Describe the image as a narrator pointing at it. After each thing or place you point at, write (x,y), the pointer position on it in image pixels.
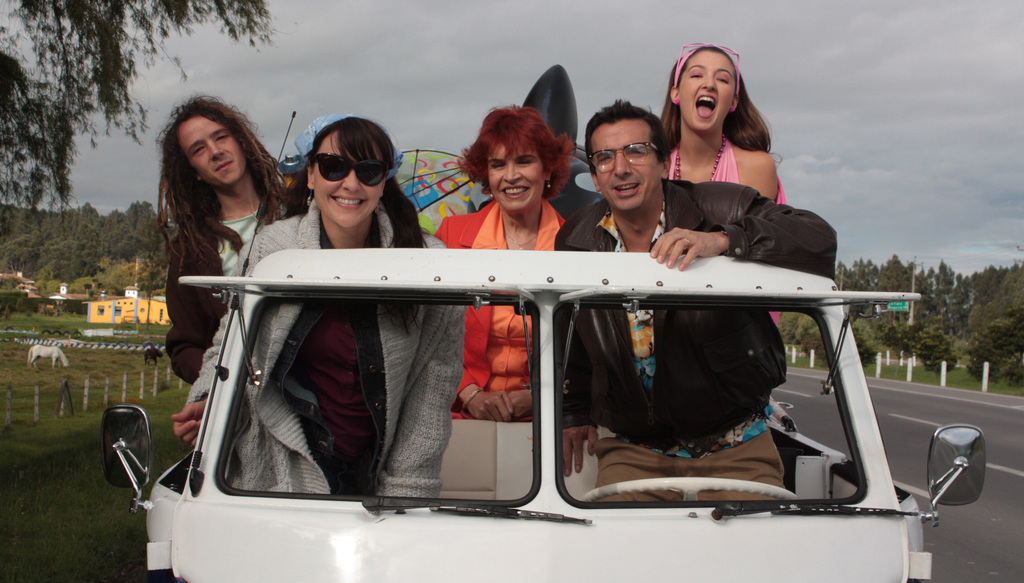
There is a car (495,533) parked on the side of the road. And in the car (815,555) there are few people (499,182) standing there. And one guy (656,170) is standing over here. Behind this guy (723,238) one lady (730,128) is standing and laughing. And one lady (326,188) is standing next to the guy (641,202) and wearing a goggles (372,174). On the background (88,243) there are some trees (119,242) and sky (119,168) is looking cloudy. Some horses (35,355) are grazing over the field (82,432).
